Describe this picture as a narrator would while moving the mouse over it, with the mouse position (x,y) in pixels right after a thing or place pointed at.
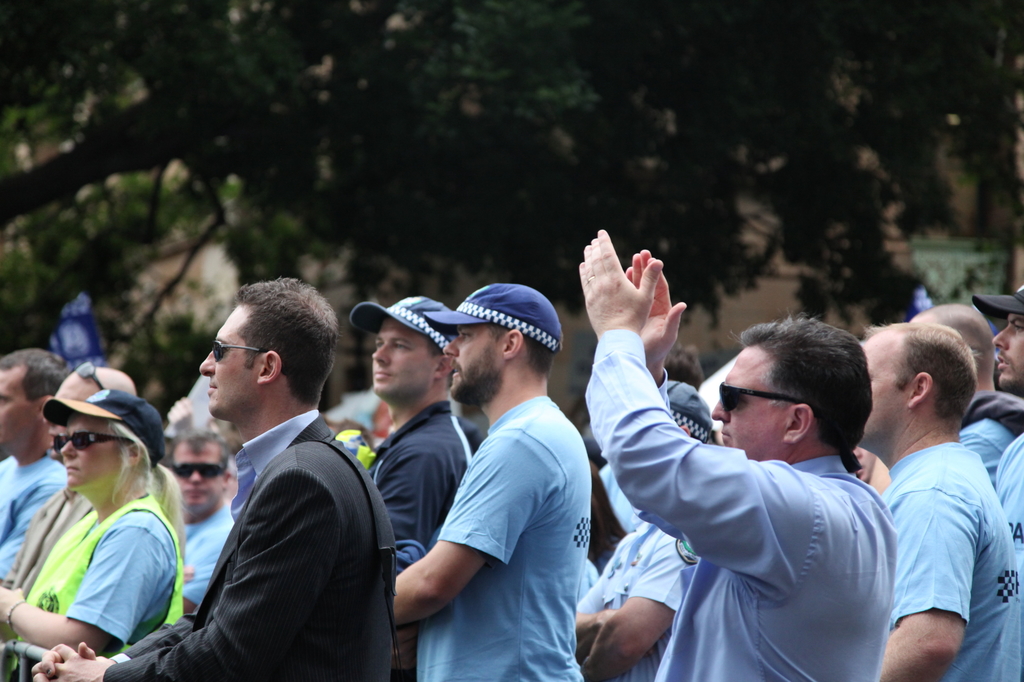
In this picture there are people (894,353) in the center of the image (624,303) those who are standing and there are trees (163,74) at the top side of the image (444,151).
